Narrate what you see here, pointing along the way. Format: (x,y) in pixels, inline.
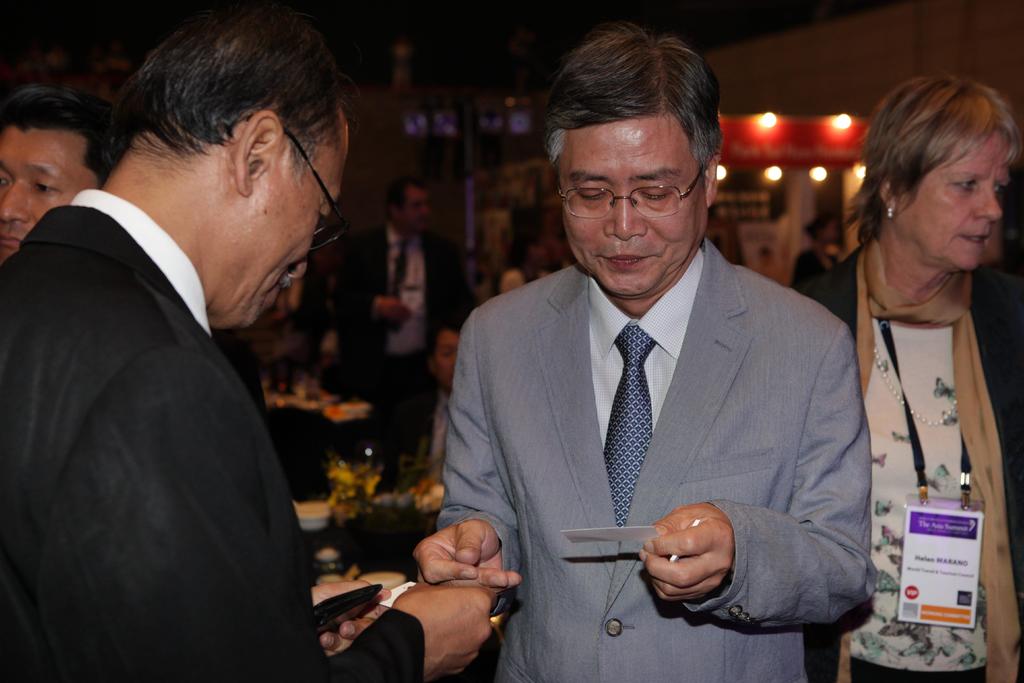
In this image, we can see people (596,424) wearing coats (545,340) and ties (628,402) and are wearing glasses (617,200) and we can see a lady (931,471) wearing scarf (925,310) and an id card (930,543). In the background (812,107), there are lights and we can see some objects (790,150) and some more people (407,207) and a wall (777,97).
